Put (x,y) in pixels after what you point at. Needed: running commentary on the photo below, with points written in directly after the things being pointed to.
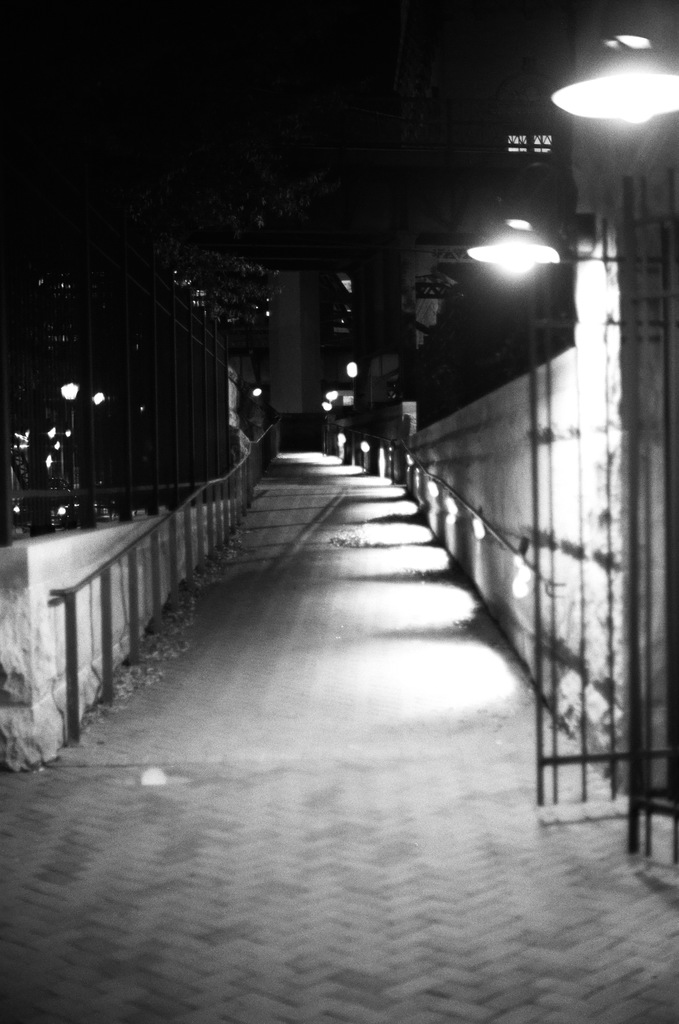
This is a black and white image. In this image we can see street lights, fencing (608,503), wall (595,560), poles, buildings (238,341), walk way (266,549) and sky (229,129).
